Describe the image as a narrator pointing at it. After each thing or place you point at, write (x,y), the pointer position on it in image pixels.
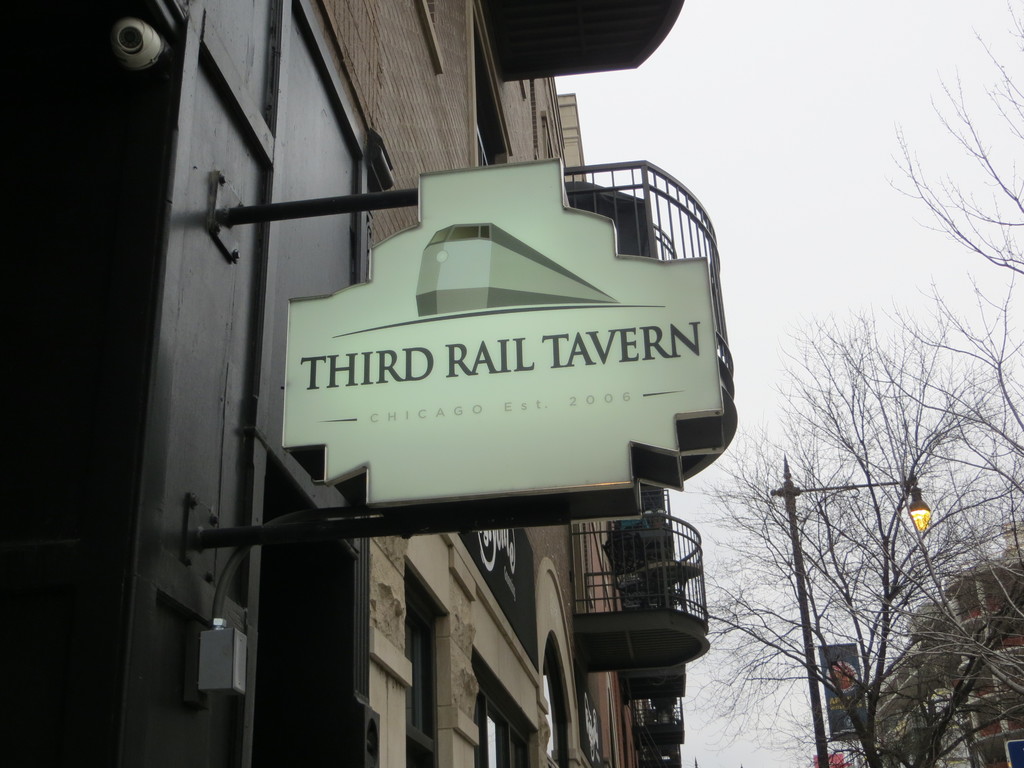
In this picture we can see buildings (575,728) with windows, name board (640,420), banner (837,654), trees (871,717), pole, lamp (925,513) and in the background (775,398) we can see the sky (847,144).
